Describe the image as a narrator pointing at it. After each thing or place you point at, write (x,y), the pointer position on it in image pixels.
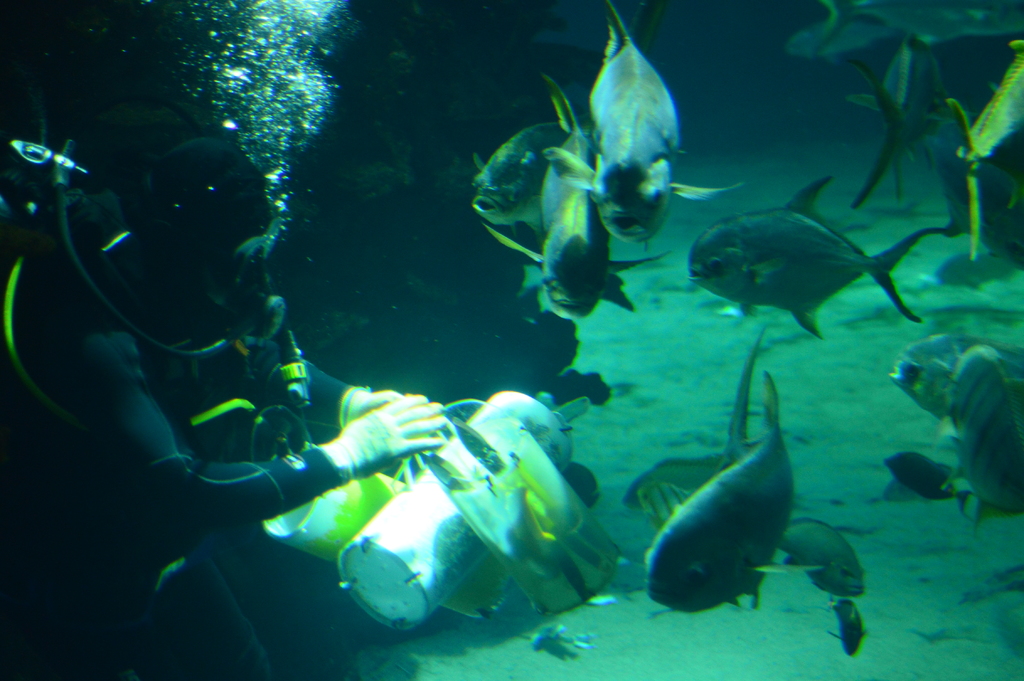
This image is taken in the sea (854,432). On the left side of the image (242,348) there is a man (313,481). On the right side of the image (922,117) there are many fishes (698,601) in the sea (844,120).
